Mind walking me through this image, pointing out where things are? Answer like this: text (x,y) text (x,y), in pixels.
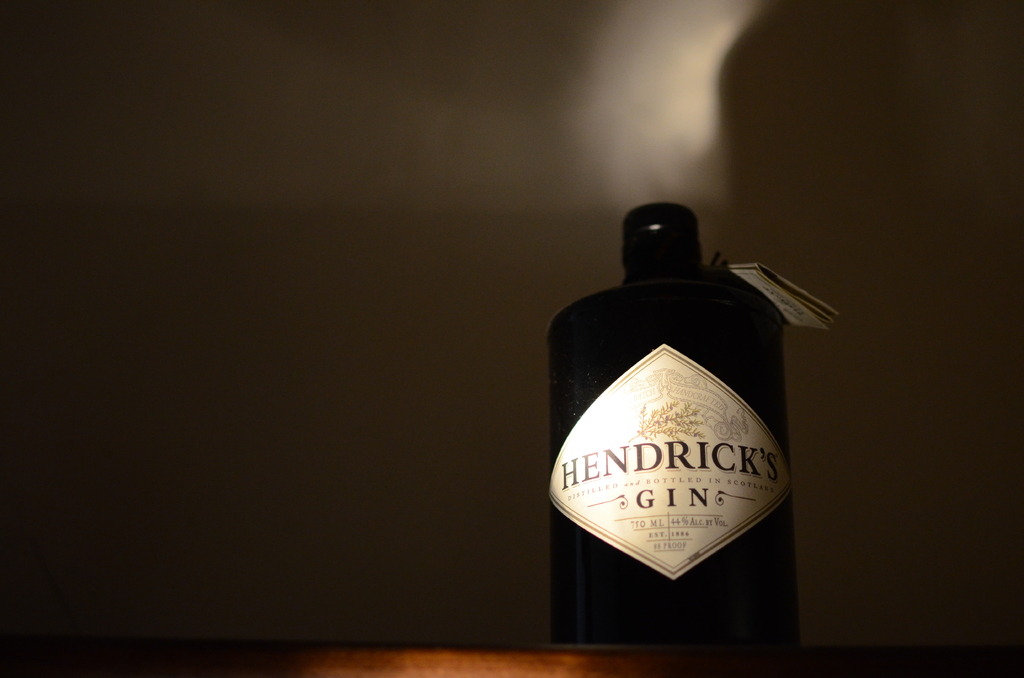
In the image we can see a bottle (718,556), black in color. On the bottle (754,499) there is a label (738,490) and the bottle (579,568) is kept on the wooden surface (229,647) and the background (518,278) is dark.
